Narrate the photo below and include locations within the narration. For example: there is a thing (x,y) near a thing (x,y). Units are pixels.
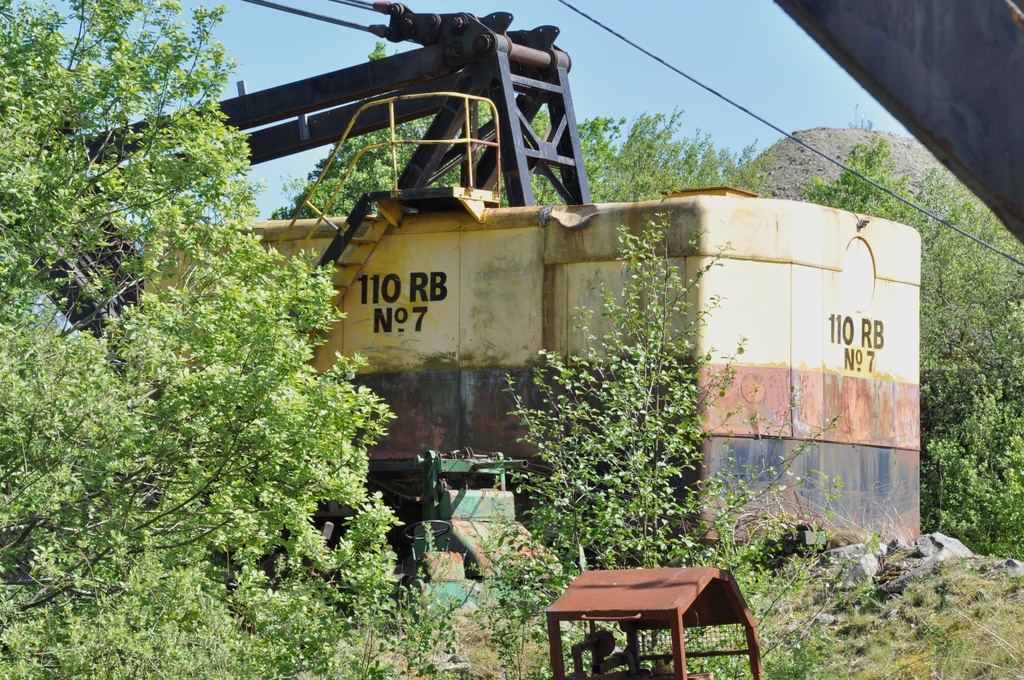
In this picture we can see a machine (691,234). There is a brown object (578,670). We can see a few trees (964,249) in the background (1011,293).
